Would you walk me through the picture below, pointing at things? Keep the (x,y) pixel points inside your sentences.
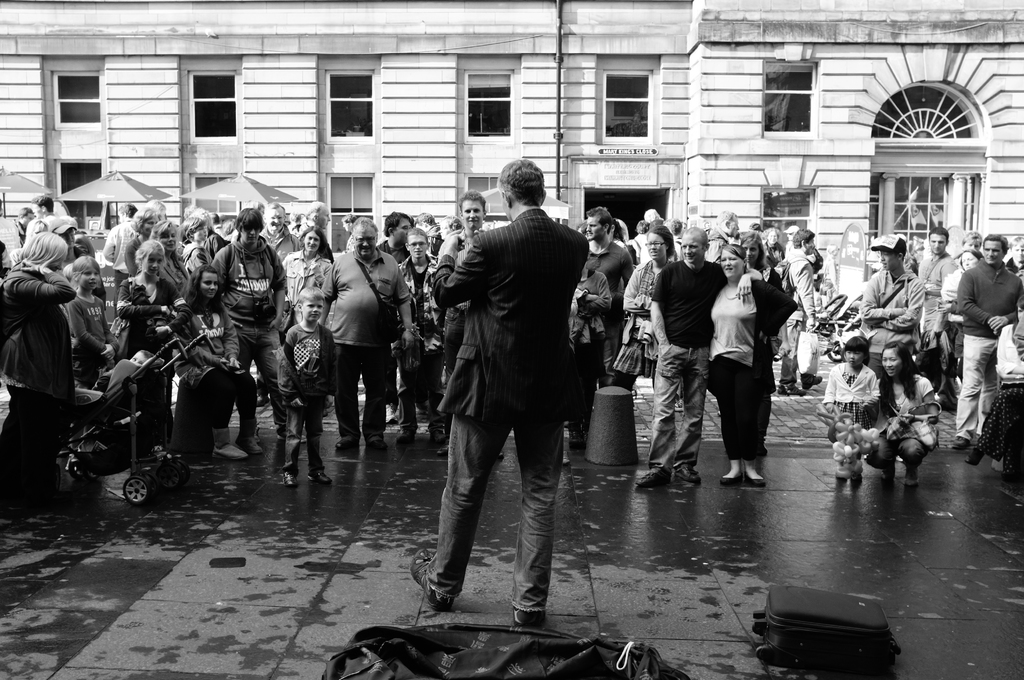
This is black and white picture of many people (279,349) standing in the back (993,384) with a man (544,280) standing in the middle (514,433) in coat (531,311) and in the back (372,59) there is a building (399,141).
